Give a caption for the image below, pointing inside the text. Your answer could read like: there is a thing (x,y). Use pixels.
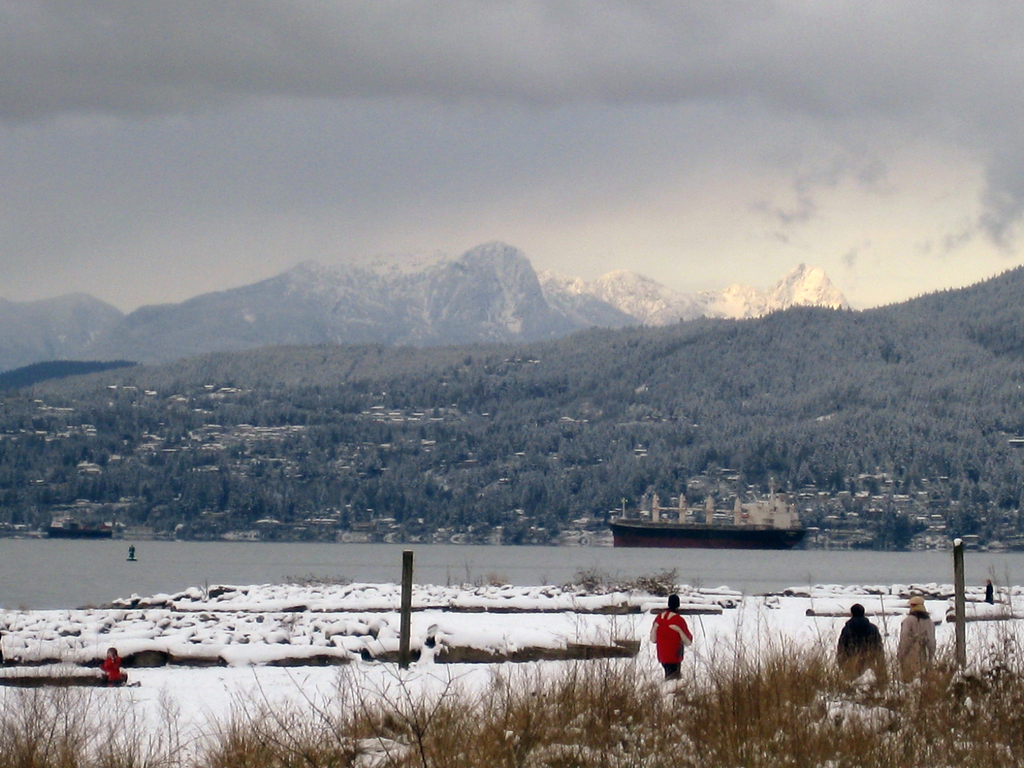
In this image we can see few people (926,646) and there is snow (183,686) on the ground (161,683) and we can see the lake (174,588). There is a ship (755,525) on the water (380,556) and we can see the mountains (238,475) and trees (463,499) and at the top (711,101) we can see the cloudy sky (312,157).
